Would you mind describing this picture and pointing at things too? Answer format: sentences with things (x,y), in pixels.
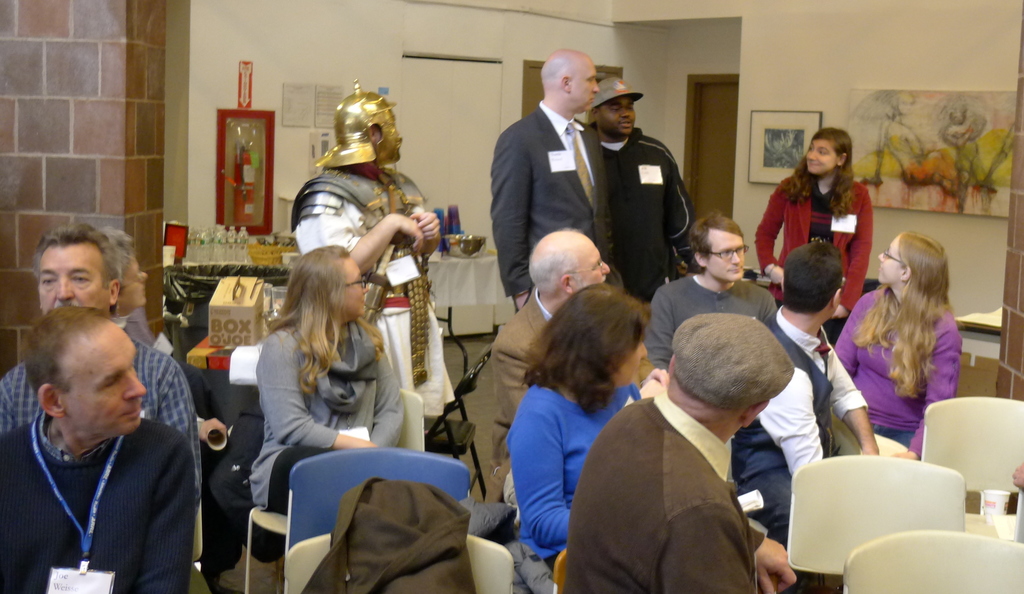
In this image i can see few persons (597,428) sitting on chairs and few persons (562,188) standing behind them. In the background (333,39) i can see the wall (366,54), few photo frame (774,146) the door (709,152) and few water bottles (216,248).
